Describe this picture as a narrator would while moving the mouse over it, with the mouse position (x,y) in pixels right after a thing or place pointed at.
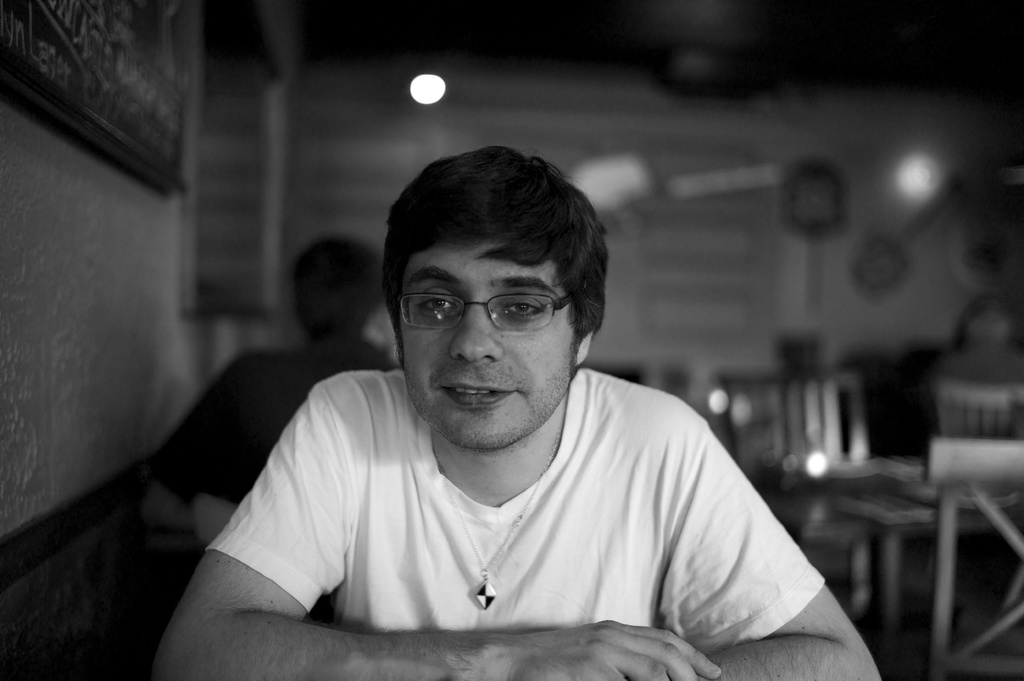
The image looks like an edited picture. In the foreground (449,452) we can see a person (518,631) wearing white t-shirt (501,521) and spectacles (542,303). On the left (148,279) we can see wall (53,197) and frame (82,88). The background (837,475) is blurred yet we can see chairs (940,441), tables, person (365,317) and light (427,75).
